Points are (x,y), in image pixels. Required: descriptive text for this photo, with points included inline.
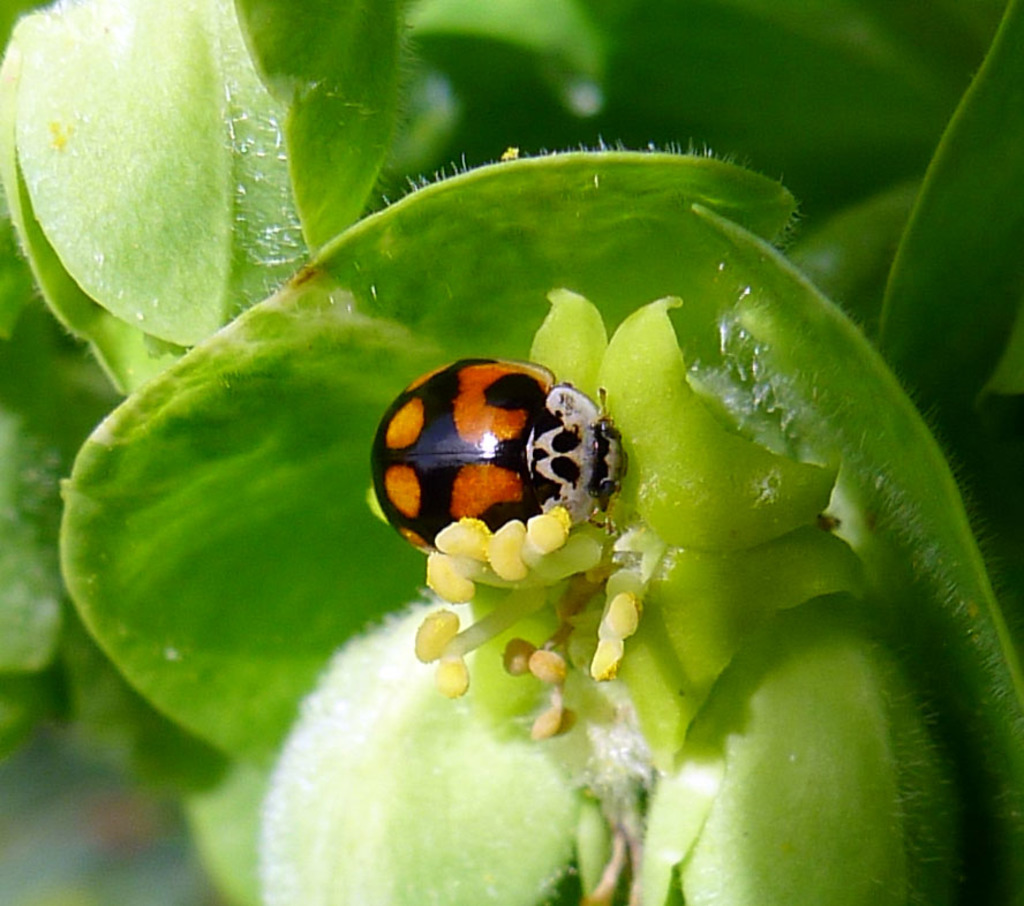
In this image we can see an insect (506,459) on the flower (583,609), there are plants (412,323), also the background (490,124) is blurred.
